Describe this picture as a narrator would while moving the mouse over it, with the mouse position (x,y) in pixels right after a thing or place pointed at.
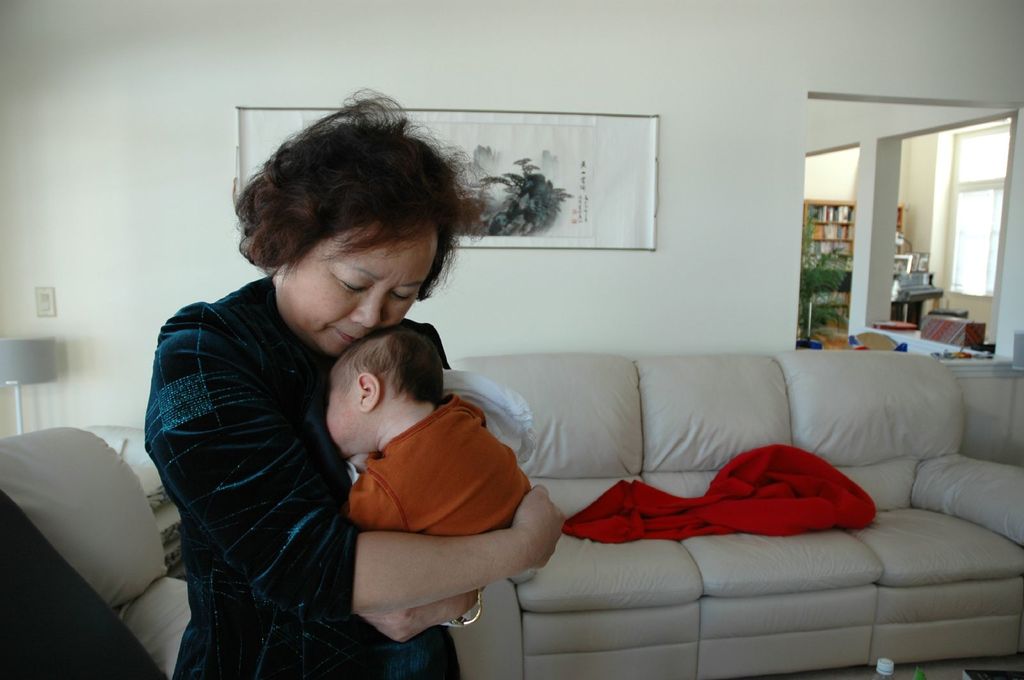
In this picture there is a woman (274,366), holding a baby (370,450) in her hands (373,538). In the background (782,598) there is a sofa (560,573) on which a red color blanket (716,508) was placed. There is a photo frame (579,185) attached to the wall (503,332). In the background (860,218) there is a pillar (881,241) and a cupboard (826,245) here.
